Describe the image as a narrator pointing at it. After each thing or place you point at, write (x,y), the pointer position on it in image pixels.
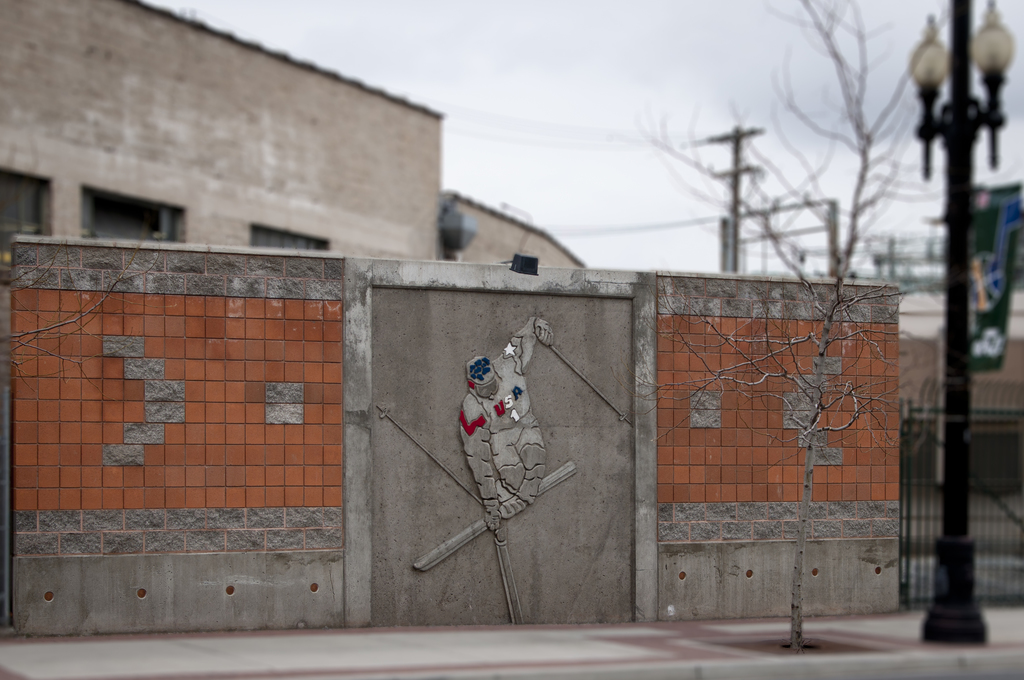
At the bottom (957,572) we can see a bare tree (807,286), light pole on a footpath (983,657) at the wall (865,562) and gate (918,450). In the background (319,225) there are houses (572,265), windows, poles (720,220), trees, hoarding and sky (491,36).
